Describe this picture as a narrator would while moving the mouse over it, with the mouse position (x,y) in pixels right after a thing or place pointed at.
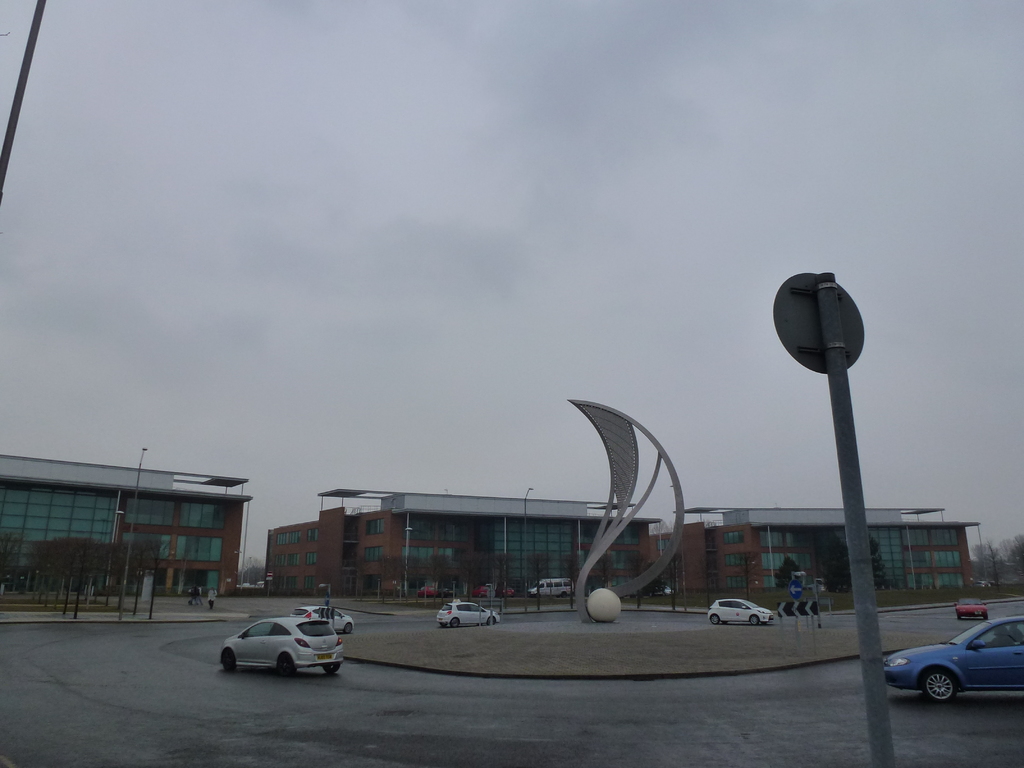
In this image, we can see some cars (949,652) on the road (412,607). There is a sign board (809,341) on the right side of the image (827,338). There are buildings (509,537) in the middle of the image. In the background of the image (147,265), there is a sky (430,110).
